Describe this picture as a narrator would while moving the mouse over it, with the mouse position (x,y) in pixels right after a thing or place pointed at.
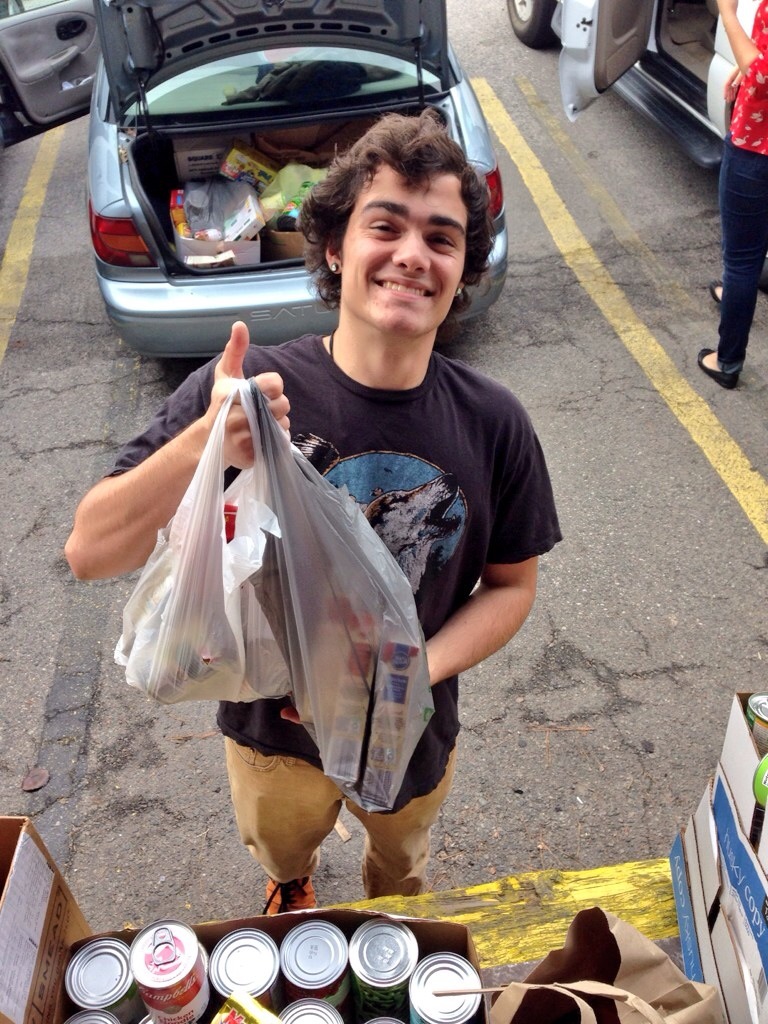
In this image I can see a man (346,408) is holding carry bags (297,704) and some objects (309,680) in the hand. The man (447,585) is standing and smiling. In the background (738,225) I can see a person (728,382) and vehicles (716,74) on the road (531,347). Here I can see tin cans (319,987) and some other objects (657,975) on a surface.
